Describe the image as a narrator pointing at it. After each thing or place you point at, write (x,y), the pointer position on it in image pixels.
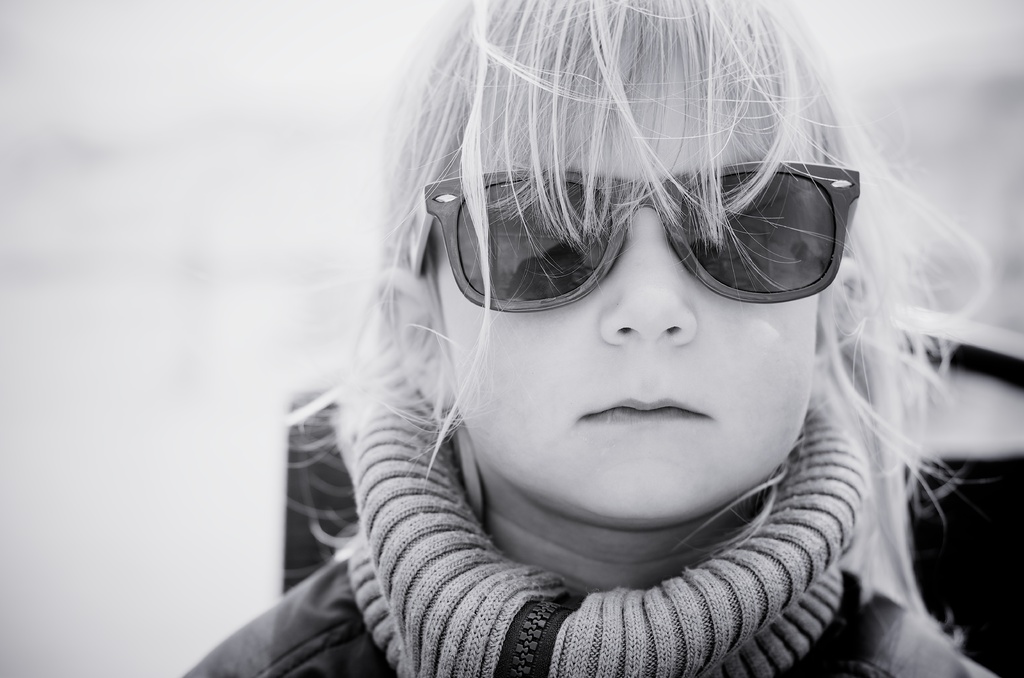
In this picture there is a small girl (888,494) on the right side of the image (779,317).
